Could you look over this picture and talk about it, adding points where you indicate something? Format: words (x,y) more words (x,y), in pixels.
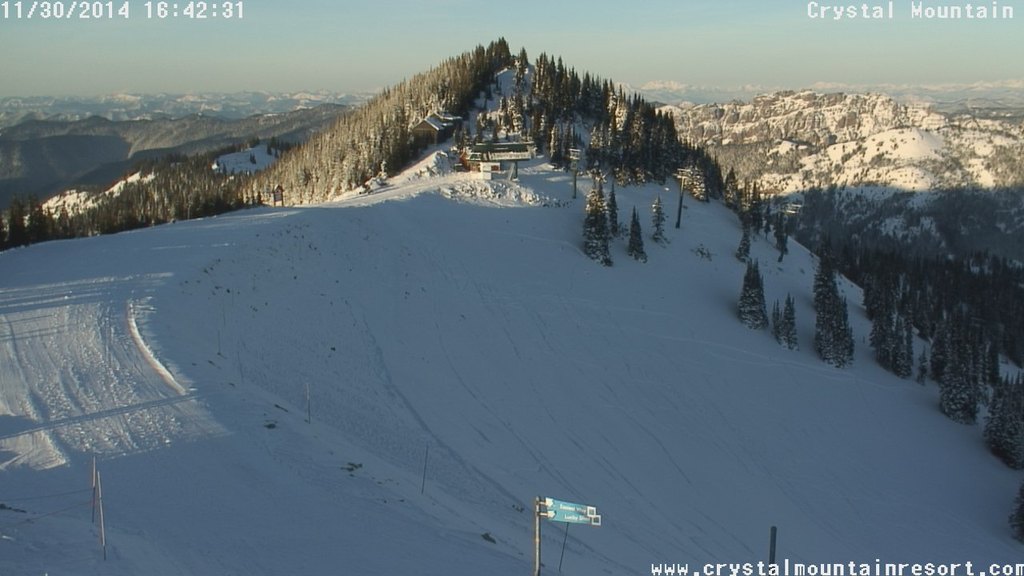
In this picture we can see a pole (537,533) and a board (549,504) here, at the bottom (399,471) there is snow (453,332), we can see some trees (516,120) here, in the background (493,125) there is a mountain (891,121), we can see sky (790,65) in the top of the picture (746,56).
